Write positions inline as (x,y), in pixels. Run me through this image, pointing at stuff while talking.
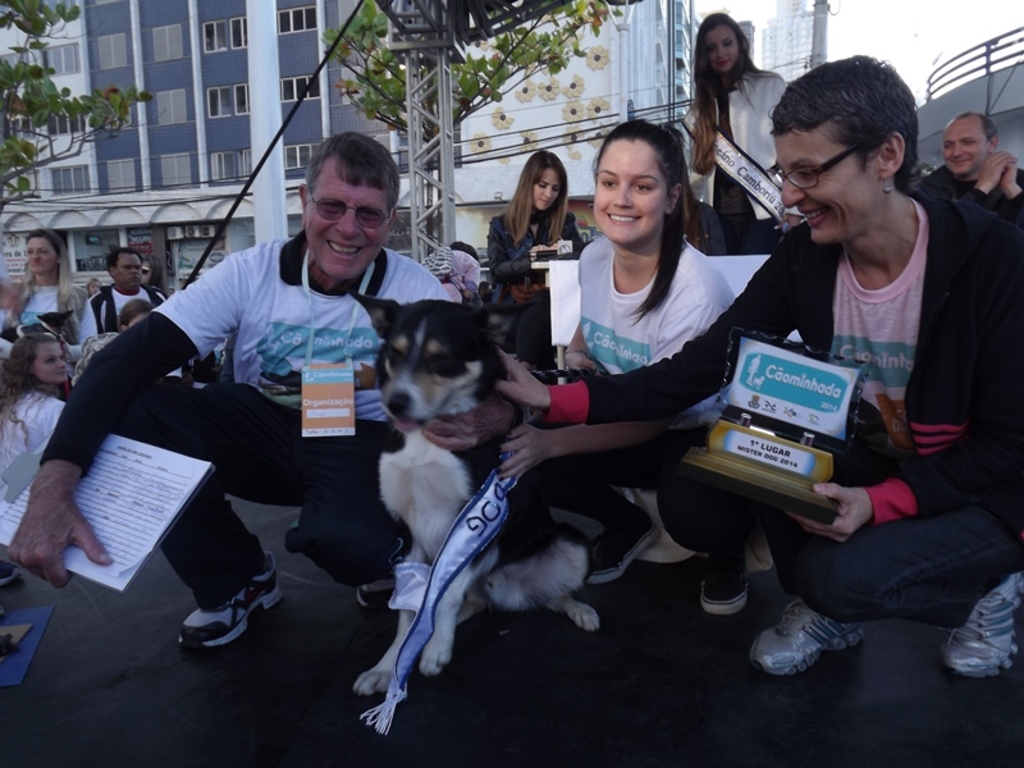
An outdoor picture. This person (312,403) is holding a dog (445,496) and book (122,467). This person (866,545) is holding a shield (754,481). This is a building (230,151) with windows (227,87). This is a pole (434,180). This is tree (15,77). This person (746,194) is standing.
